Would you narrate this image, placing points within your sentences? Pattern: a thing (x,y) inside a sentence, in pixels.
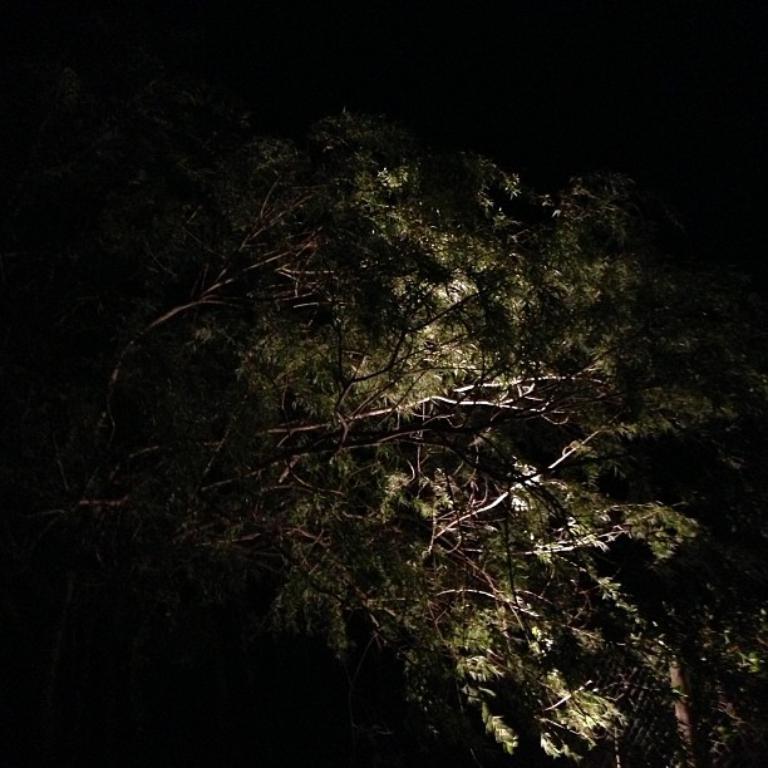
This is the picture taken at night time, we can see there are trees (322,422) and a dark background (511,41).
